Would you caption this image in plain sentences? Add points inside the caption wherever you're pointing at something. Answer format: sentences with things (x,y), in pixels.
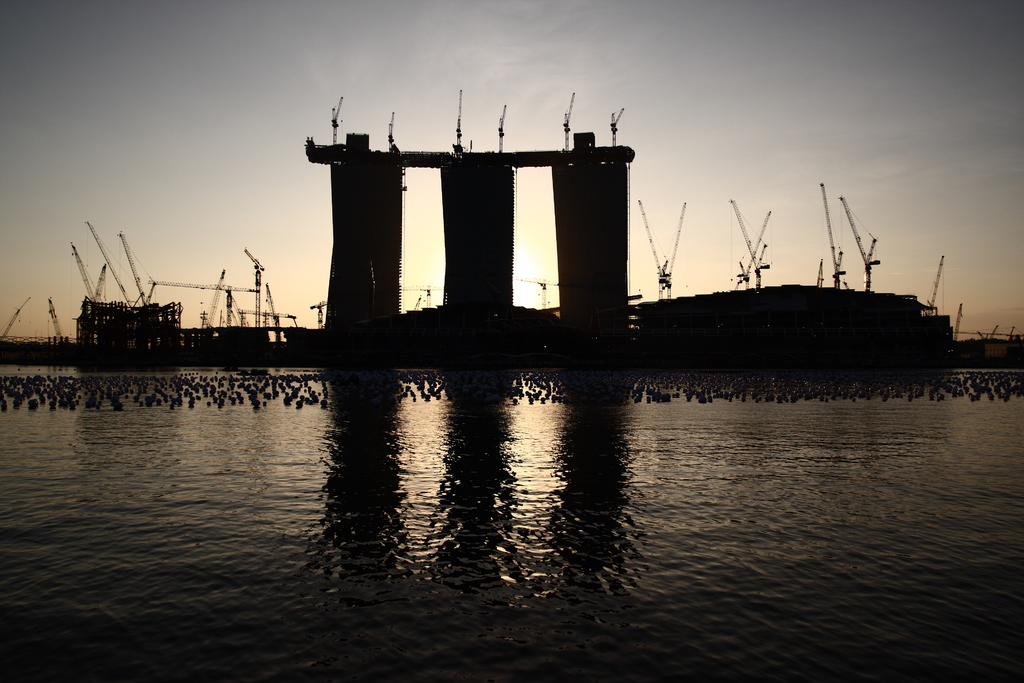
At the bottom of this image (597,651), there is water (560,607). In the background (32,380), there are some objects (75,378) arranged on the surface of this water (875,596), there are buildings (417,313), poles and there are clouds (920,237) in the sky (452,118).
